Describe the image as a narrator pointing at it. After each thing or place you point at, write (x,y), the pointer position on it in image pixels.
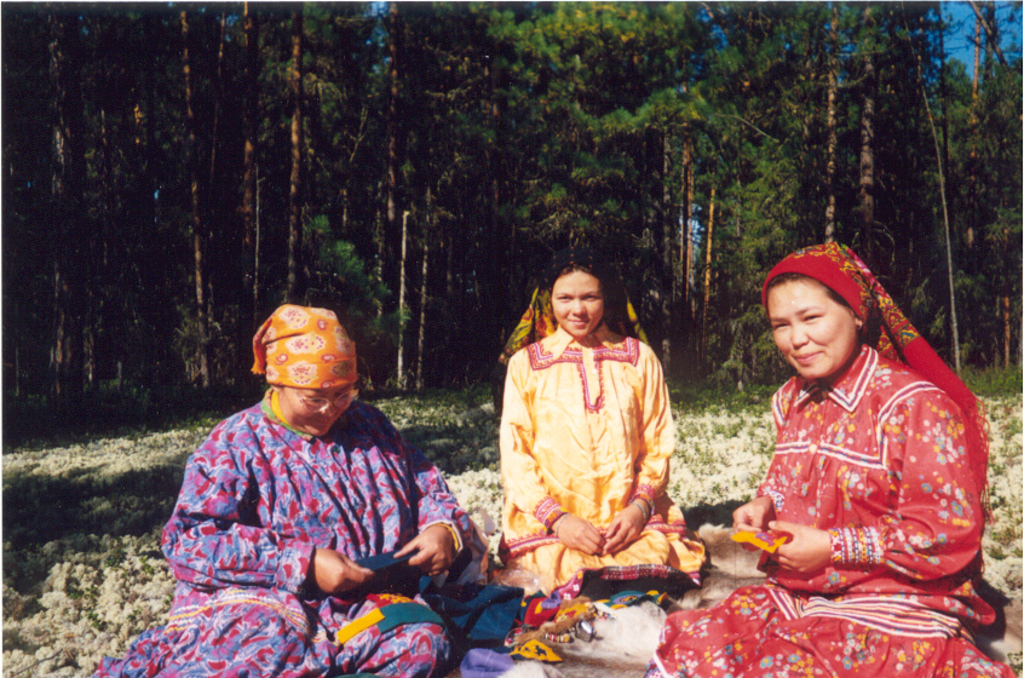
In this image in the center (558,414) there are persons (618,511) sitting and smiling. In the background (460,170) there are trees (566,167) and on the ground (723,436) there is grass (723,436).
